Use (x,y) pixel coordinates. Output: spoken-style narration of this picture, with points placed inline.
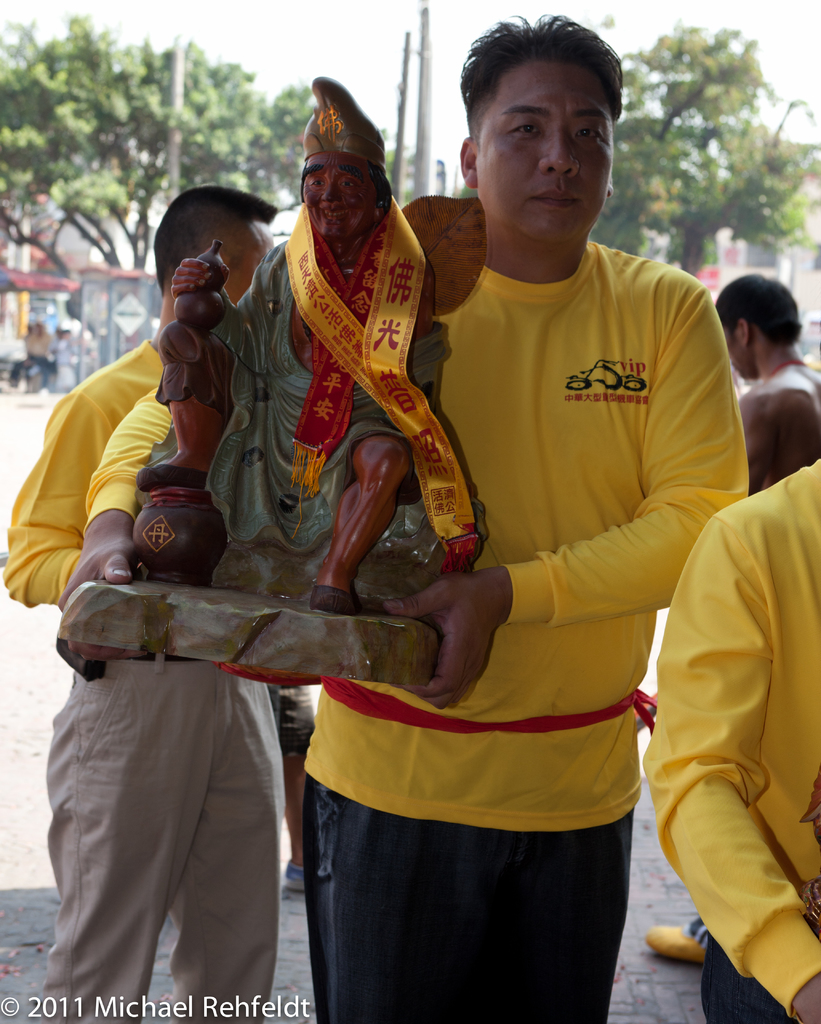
In this image there is a man (527,389) holding idol (215,636) in hands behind him there are so many other people (803,451) standing, also there are trees (774,222) and electrical poles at their back.
